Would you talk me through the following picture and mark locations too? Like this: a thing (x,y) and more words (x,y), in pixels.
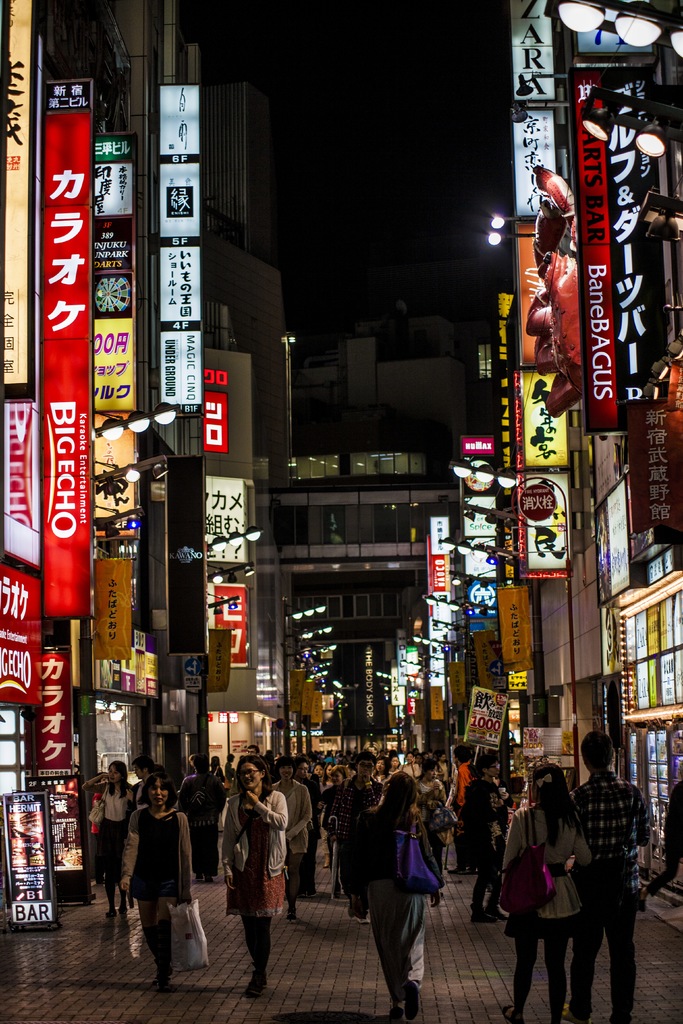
This is a picture of a city (282,933), where there are group of people (367,909) standing, buildings (44,625), boards (31,603), light boards (24,586), and in the background (347,214) there is sky (347,205).
